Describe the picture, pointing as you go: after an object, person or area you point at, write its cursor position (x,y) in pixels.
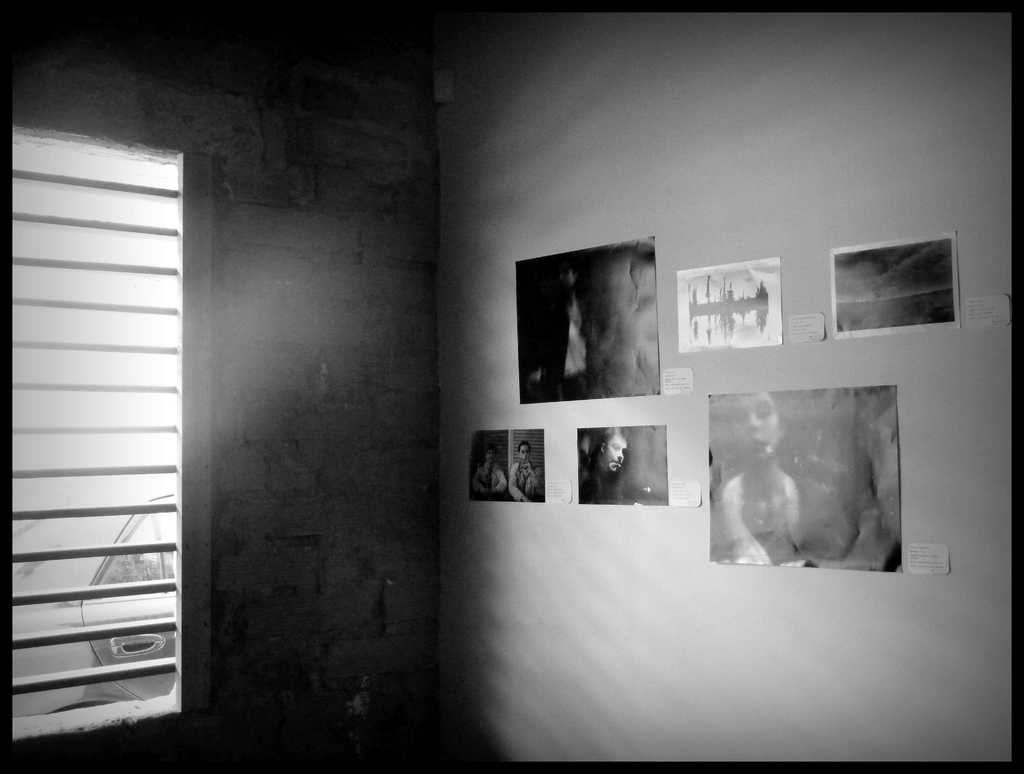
In this black and white picture there are few posters (632,296) attached to the wall (671,288). Left side (184,692) there is a window (57,594) from which a vehicle (57,611) is visible.
